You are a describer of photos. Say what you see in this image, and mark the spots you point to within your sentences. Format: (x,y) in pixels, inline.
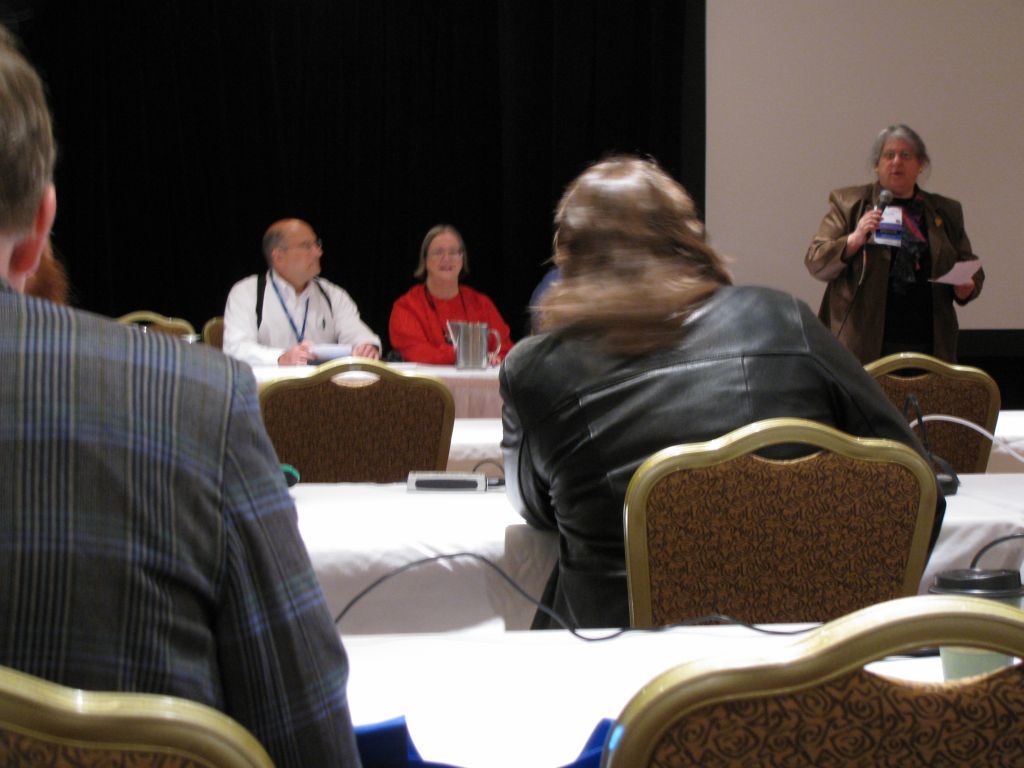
In this image I see few persons (25,632) who are sitting on the chairs (1023,766) and there are tables (1020,423) in front of them. I can also see this woman (852,216) is standing and holding a mic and a paper (940,278) in her hands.
